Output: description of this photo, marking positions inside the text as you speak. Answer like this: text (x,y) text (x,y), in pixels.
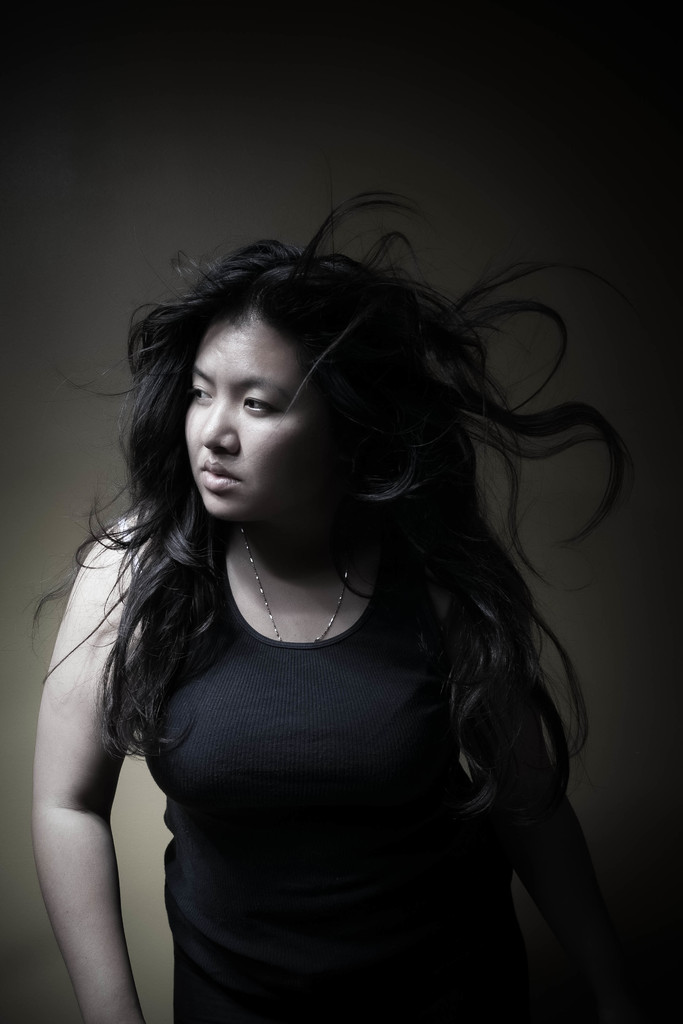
I see this is a black and white picture and I see a woman (362,437) over here who is wearing black dress (213,755).
